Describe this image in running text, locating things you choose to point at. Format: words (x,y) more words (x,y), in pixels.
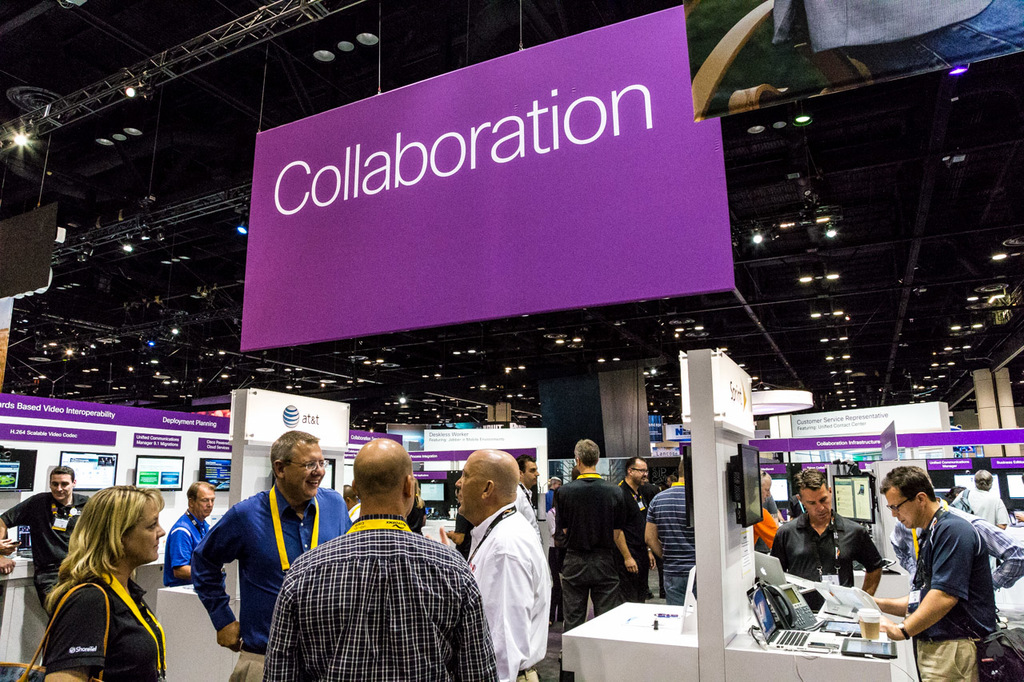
This picture shows few people (376,596) standing and they wear ID cards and we see a television (757,521) and a telephone (794,593) and couple of laptops (808,643) on the table (795,651) and we see a man (943,566) working on the laptop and we see a cup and few advertisement boards (454,429) and few lights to the ceiling (804,163).
